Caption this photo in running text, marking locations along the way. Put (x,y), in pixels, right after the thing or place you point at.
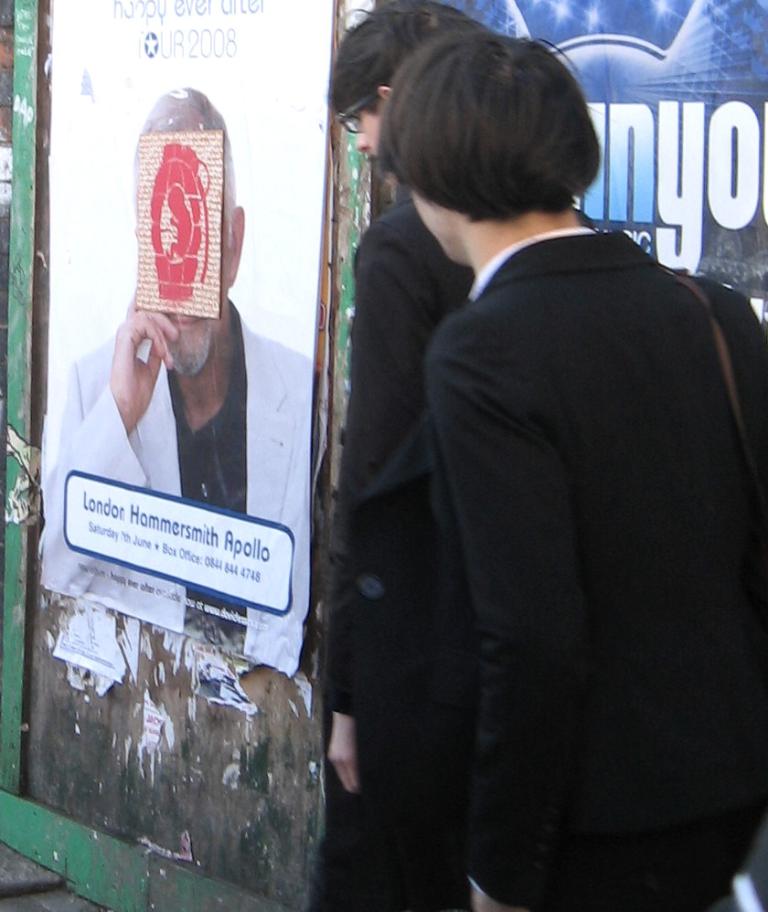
In the image we can see two people (521,691) wearing clothes (485,628) and one person (369,90) is wearing spectacles (365,101). We can even see a poster (126,320) stick to the wall (191,734). There is a text (189,527), wall (172,711) and footpath (24,891).
